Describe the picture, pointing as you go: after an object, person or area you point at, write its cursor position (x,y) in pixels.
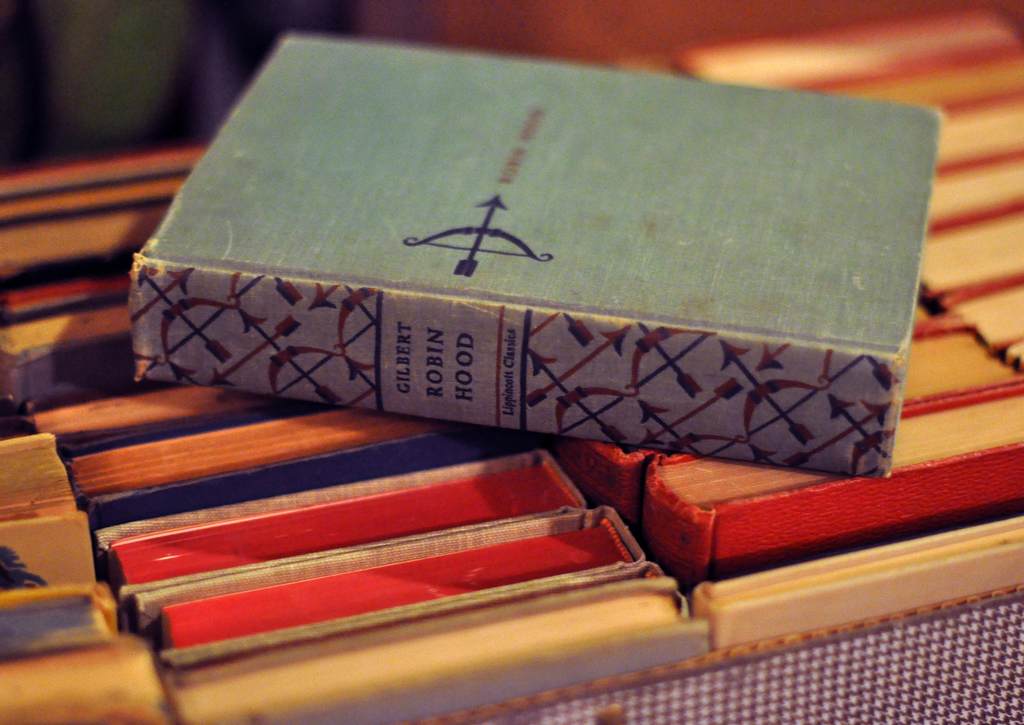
In this image there is a book (426,359) placed on the other books (377,504).
